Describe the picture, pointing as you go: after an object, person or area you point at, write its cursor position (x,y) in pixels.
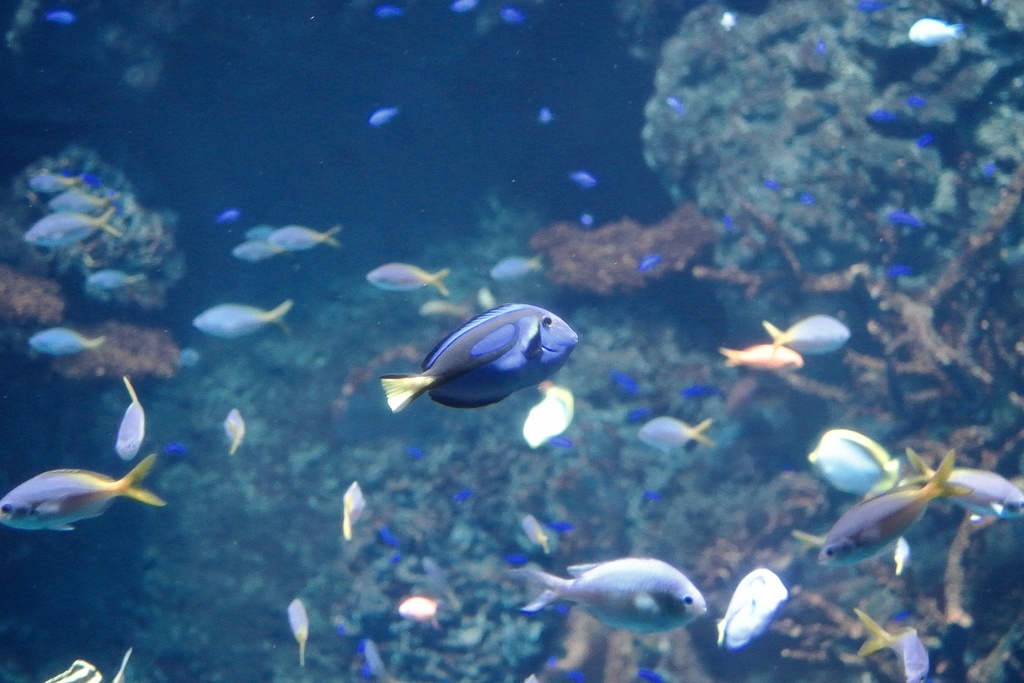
In this picture, we can see some fishes (539,340), water plants (654,276) in water (291,384).
